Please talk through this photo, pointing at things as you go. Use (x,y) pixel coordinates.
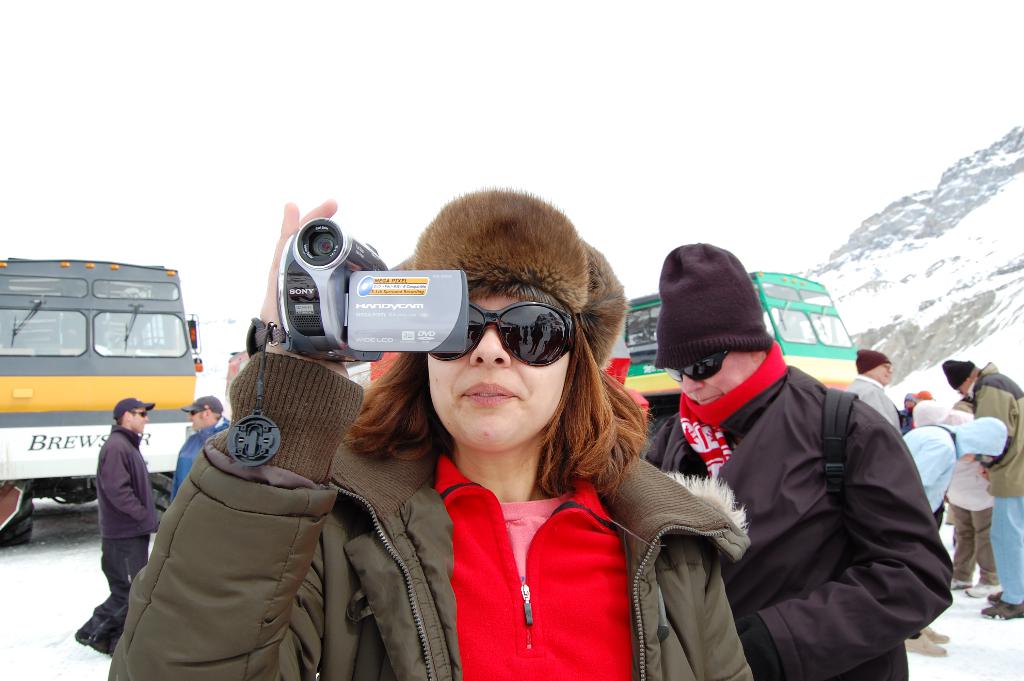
In this image, I can see a woman (455,611) standing and holding a handycam (406,273). In the background (132,460), there are groups of people (821,421) standing and vehicles (842,383) on the snow (69,533). On the right side of the image (886,336), I can see a snowy mountain (894,350).
